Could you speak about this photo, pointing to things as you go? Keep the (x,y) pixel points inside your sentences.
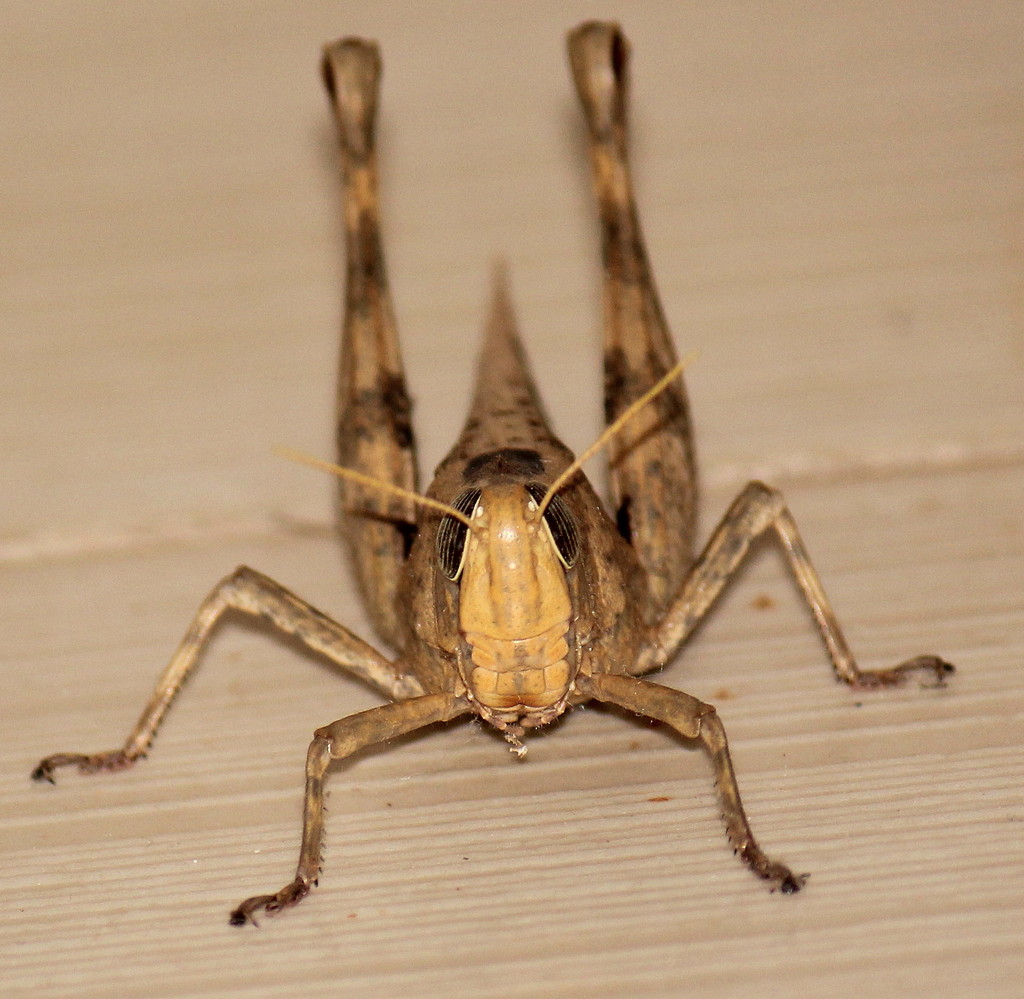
In this picture we can see an insect (564,533) on the wooden surface (1001,599).
